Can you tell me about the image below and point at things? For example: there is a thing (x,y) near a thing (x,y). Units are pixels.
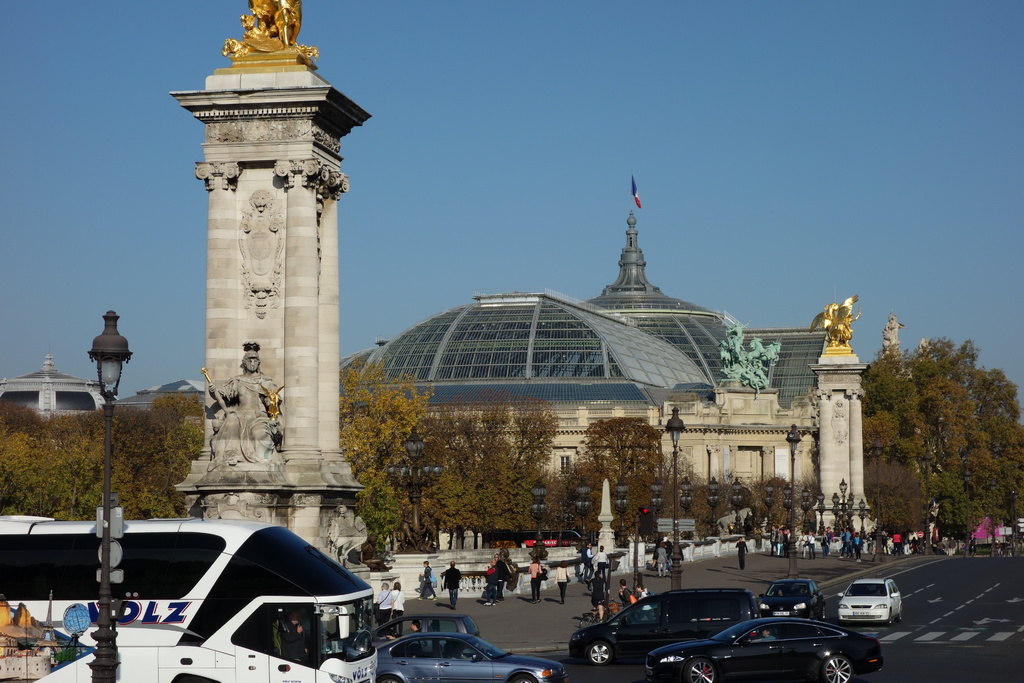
In the image there are vehicles (752,600) and people (810,554) on the road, there is a street light (101,345) on the left side (106,362) and behind it there is a tower (246,298), it has beautiful sculptures (245,224) in front of it and behind the tower (285,416) there are trees (412,427) and in the background (542,307) there are some architectures (846,363).
